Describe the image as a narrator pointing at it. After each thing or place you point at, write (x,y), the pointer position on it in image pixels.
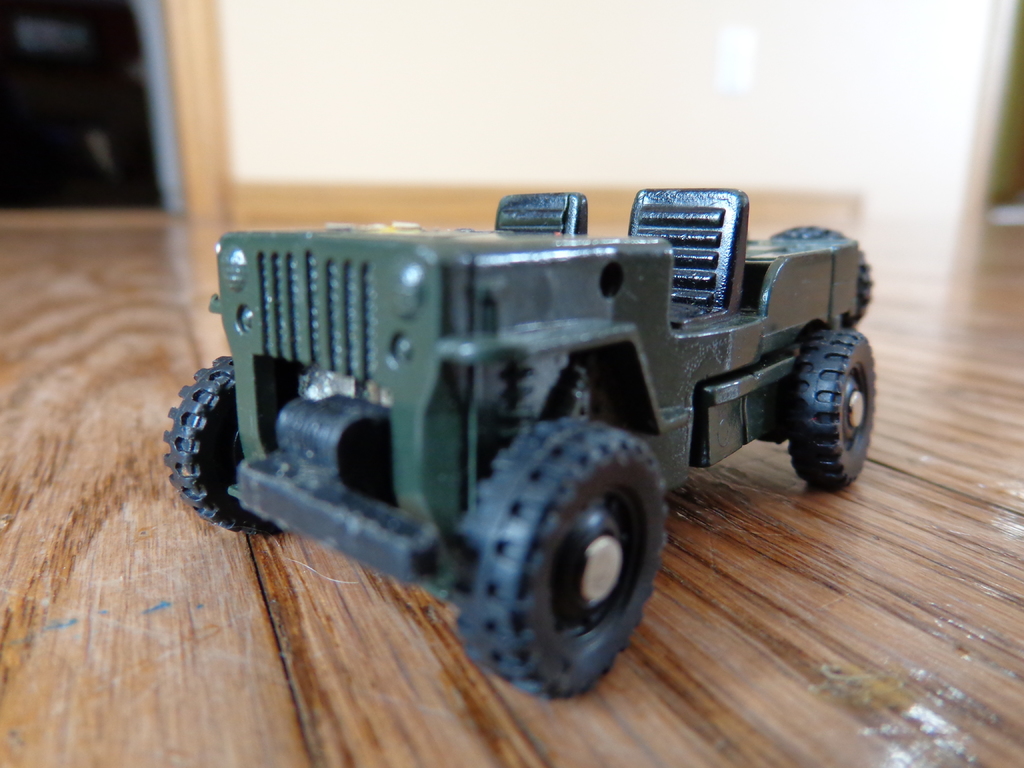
In this image I can see a toy vehicle (454,524) on the floor (11,530). The background (206,5) is blurry.
